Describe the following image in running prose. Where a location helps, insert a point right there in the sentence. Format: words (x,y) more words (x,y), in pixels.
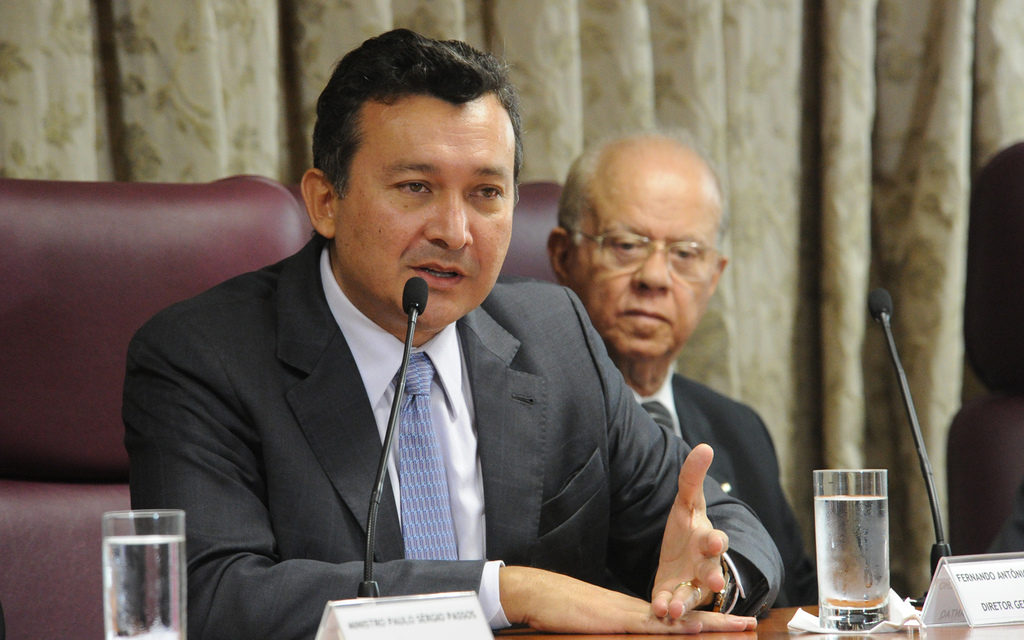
In this picture we can see two people (515,280), in front of them we can see mics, glasses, name boards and in the background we can see a curtain (994,36), chairs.
